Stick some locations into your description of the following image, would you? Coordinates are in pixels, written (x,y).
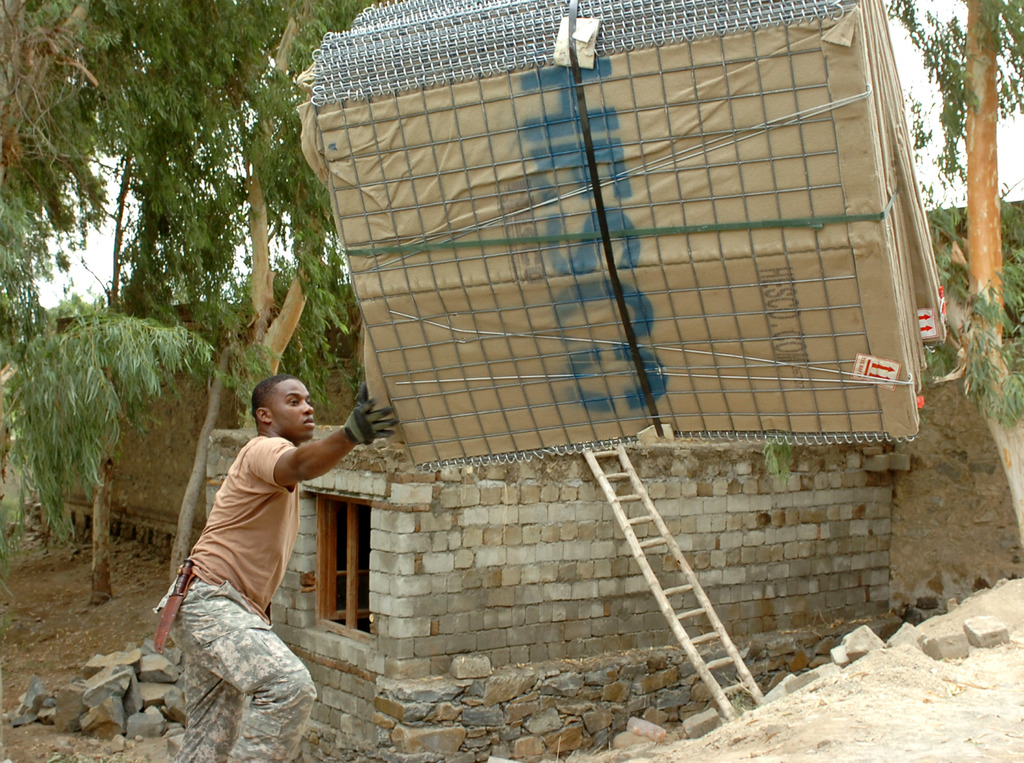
In this picture we can see a few objects (656,384) on top (661,198). There is some text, black objects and a few arrow signs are visible on these objects (589,71). We can see a person (249,461) holding these objects (903,339). There is a ladder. We can see a block shed (362,449) with stones (662,474) and wooden objects (333,619). There are a few plants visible on the right (963,306) and left side of the image (256,296). We can see a few stones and other objects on the ground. There is the sky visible on top of the picture (1023,193).
